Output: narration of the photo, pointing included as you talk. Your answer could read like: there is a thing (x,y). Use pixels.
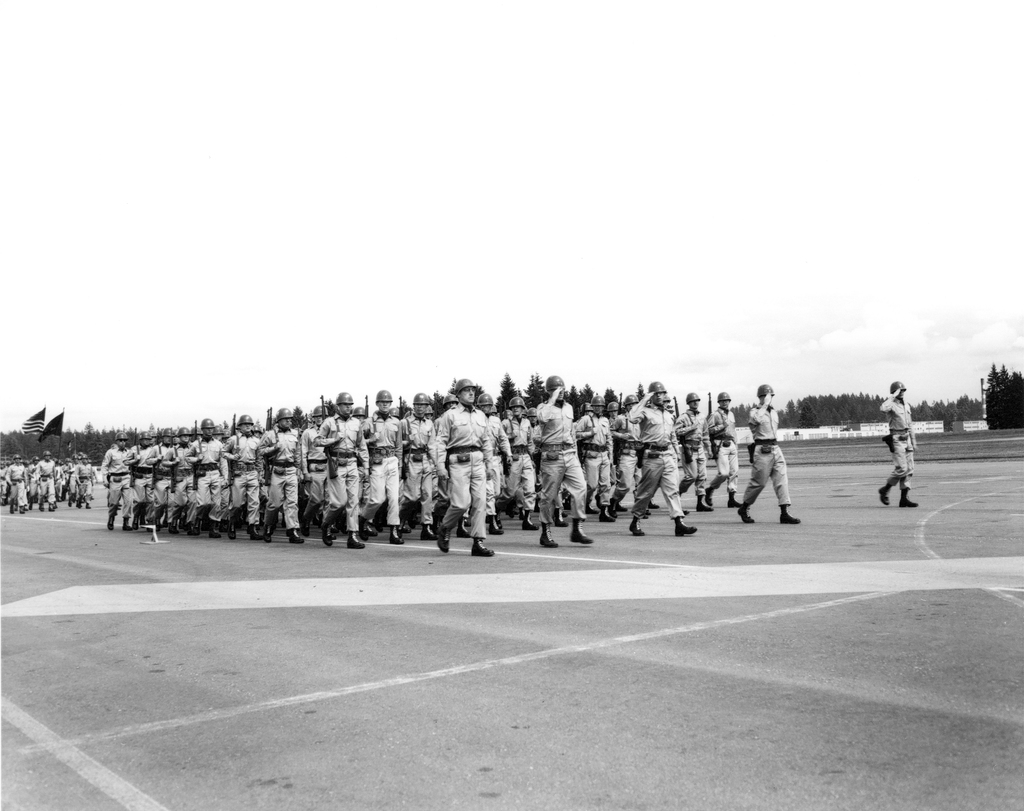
There are people (122,455) walking on the road (289,720). We can see flags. In the background (139,407) we can see trees (951,411), wall (867,429) and sky (655,198).
